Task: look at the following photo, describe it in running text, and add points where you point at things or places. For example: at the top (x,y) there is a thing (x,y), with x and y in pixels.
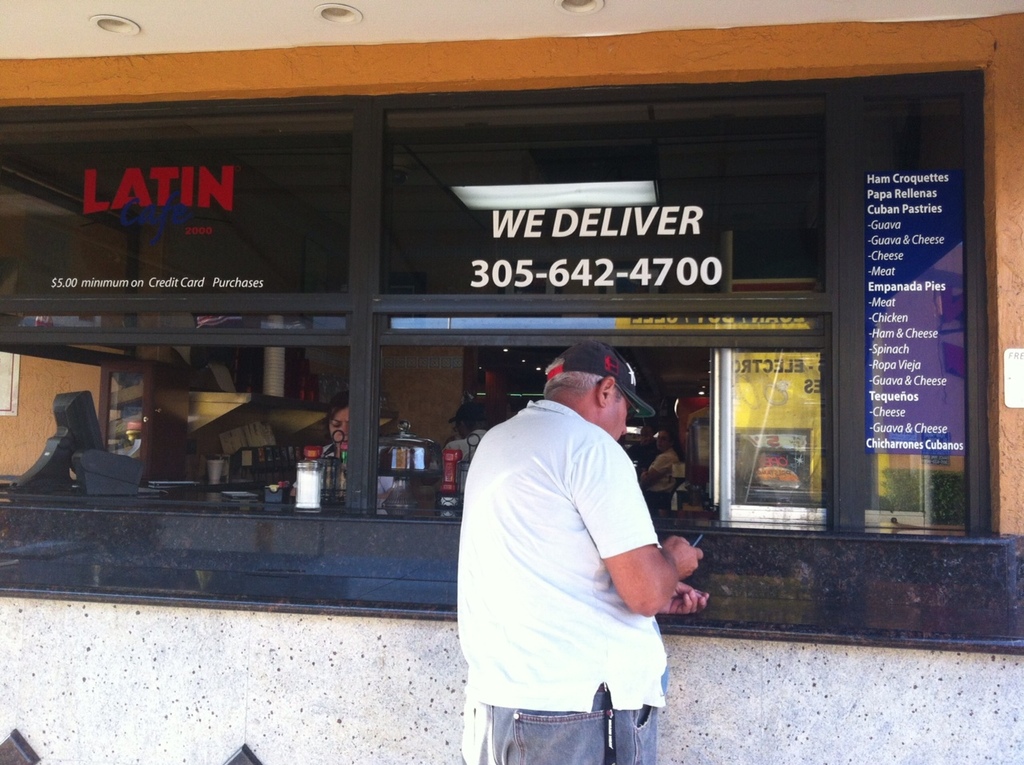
In this image we can see a person (599,507) wearing cap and holding a mobile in his hand (681,567). In the center of the image (669,454) we can see a group of people (654,458) standing inside a window (251,460). In the background (933,401), we can see some text (95,210) on windows (952,378) and some lights (345,5).
